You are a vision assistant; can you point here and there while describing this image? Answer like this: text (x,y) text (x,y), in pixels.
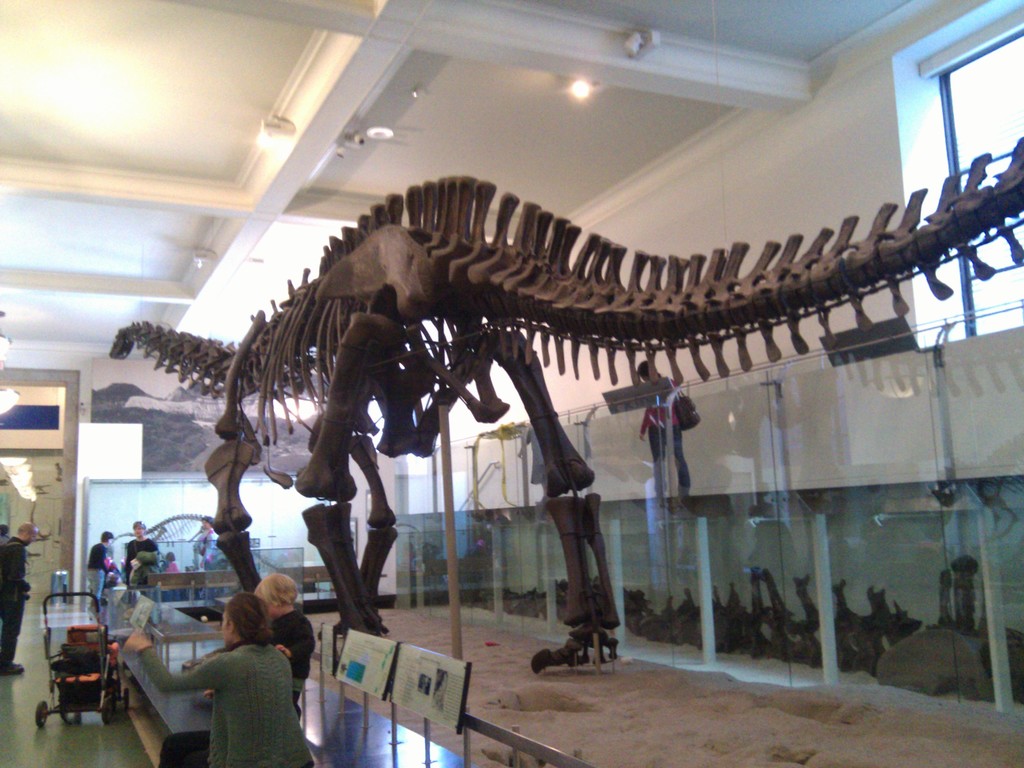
In this image I can see the skeleton (411,413) of the animal (344,299). I can see few people (206,758), boards (390,672), glass walls (812,535), windows (959,97), wall (805,194), lights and the trolley (84,678).
